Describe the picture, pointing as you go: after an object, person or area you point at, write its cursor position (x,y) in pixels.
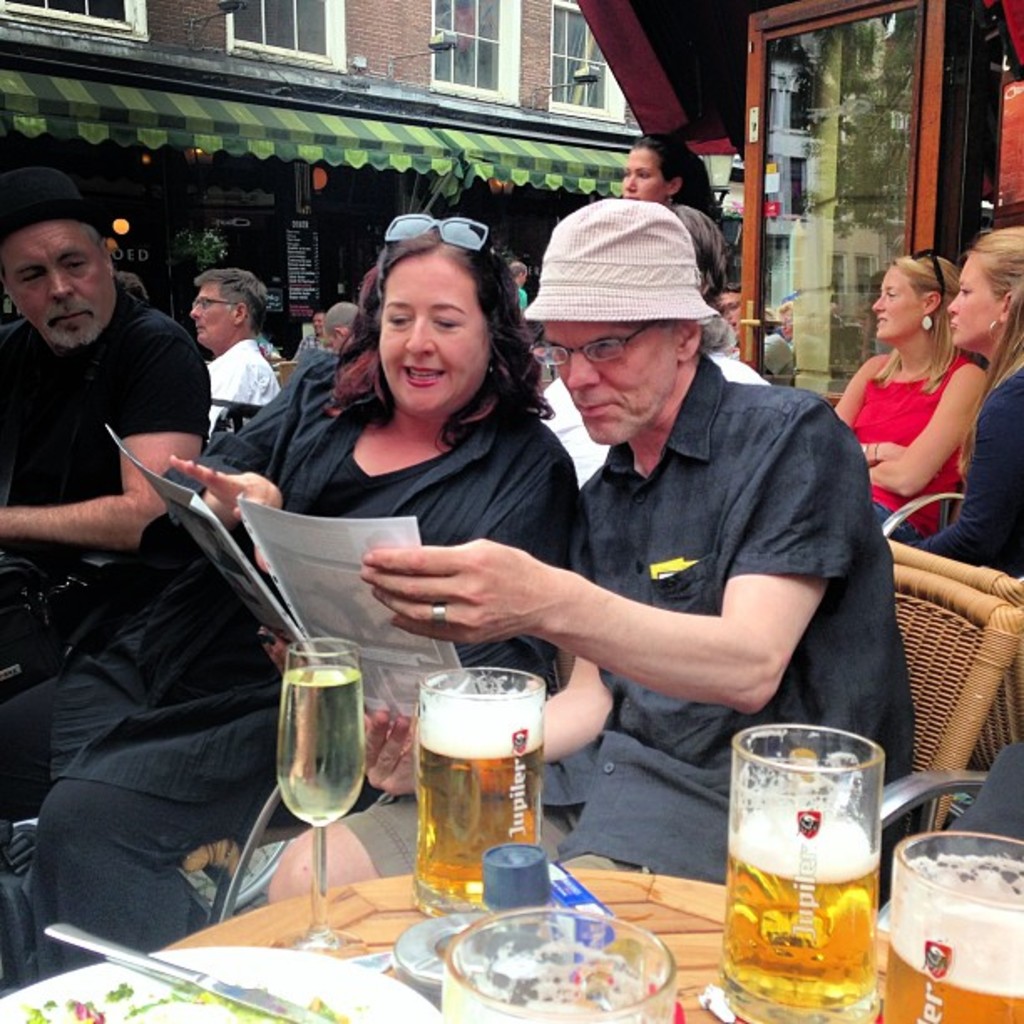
In this picture I can see glasses (565,907) of beer (981,864), there is a food item (93,1004) on the plate (88,989) with a knife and there are some objects (581,893) on the table (370,892), there are group of people (541,577) sitting on the chairs (1014,728), there are lights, this is looking like a building (519,107) with windows (506,98).
